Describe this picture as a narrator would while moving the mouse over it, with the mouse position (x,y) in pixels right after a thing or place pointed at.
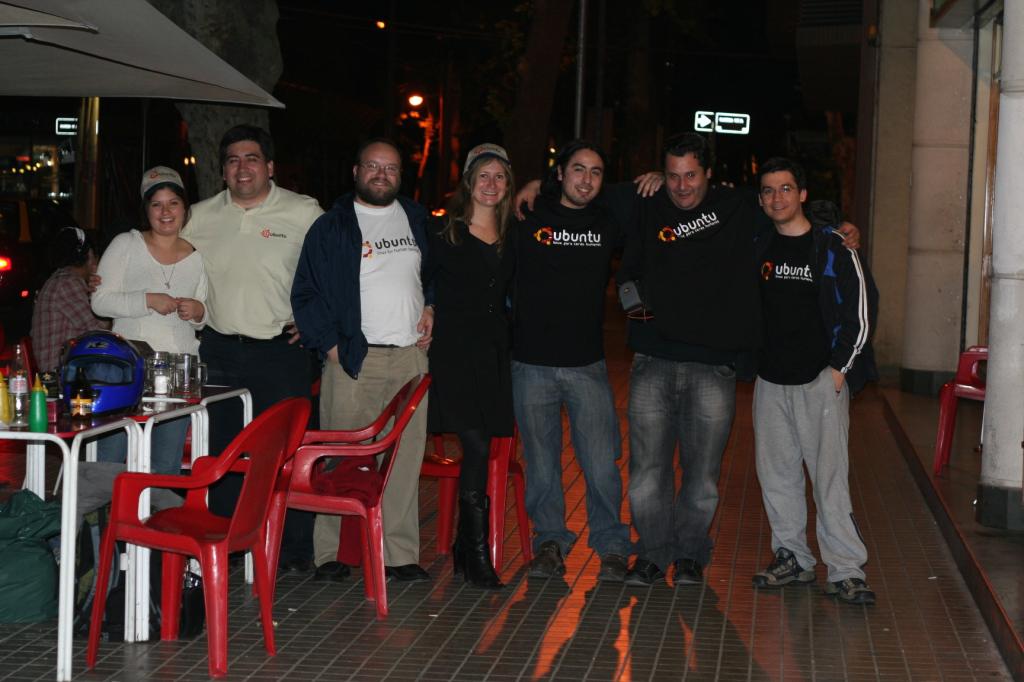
In this picture we can see a group of people (829,478) standing and posing for a picture and in front of them there is a table (193,439) on which some things (116,358) are placed and also some chairs (263,486) in front of them.
